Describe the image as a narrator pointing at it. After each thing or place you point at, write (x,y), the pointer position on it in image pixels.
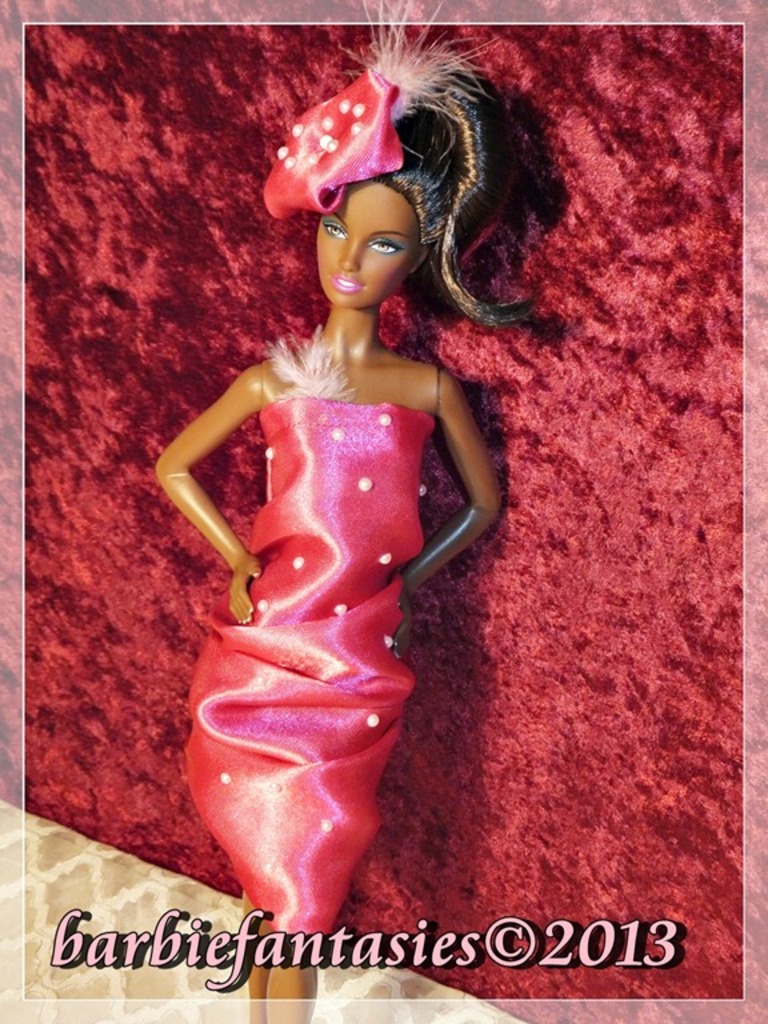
In this image I can see a barbie doll (359,386) with a red background (634,183) and at the bottom of the image (62,931) I can see some text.
